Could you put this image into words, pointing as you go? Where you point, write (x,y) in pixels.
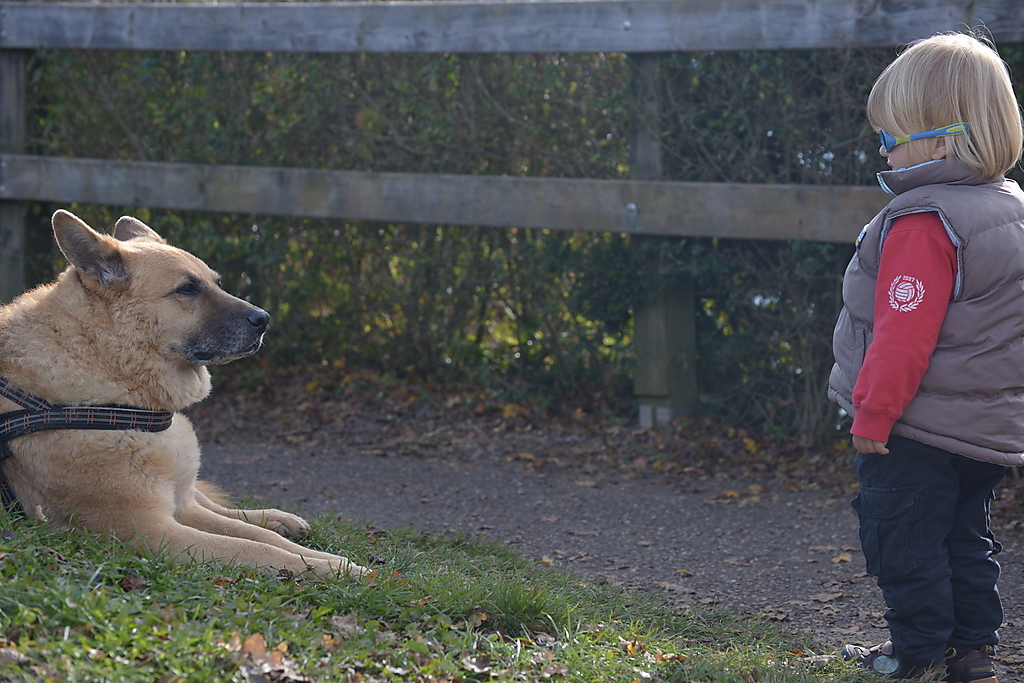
In this image I can see on the left side (184,277) a dog (294,513) is sitting on the grass (317,526), on the right side (939,60) a girl (970,292) is standing and looking at this dog (258,547). She is wearing a coat (972,351) and a trouser (919,452), in the middle (673,370) it looks like a wooden fence (644,199), there are plants (248,149) in it.
